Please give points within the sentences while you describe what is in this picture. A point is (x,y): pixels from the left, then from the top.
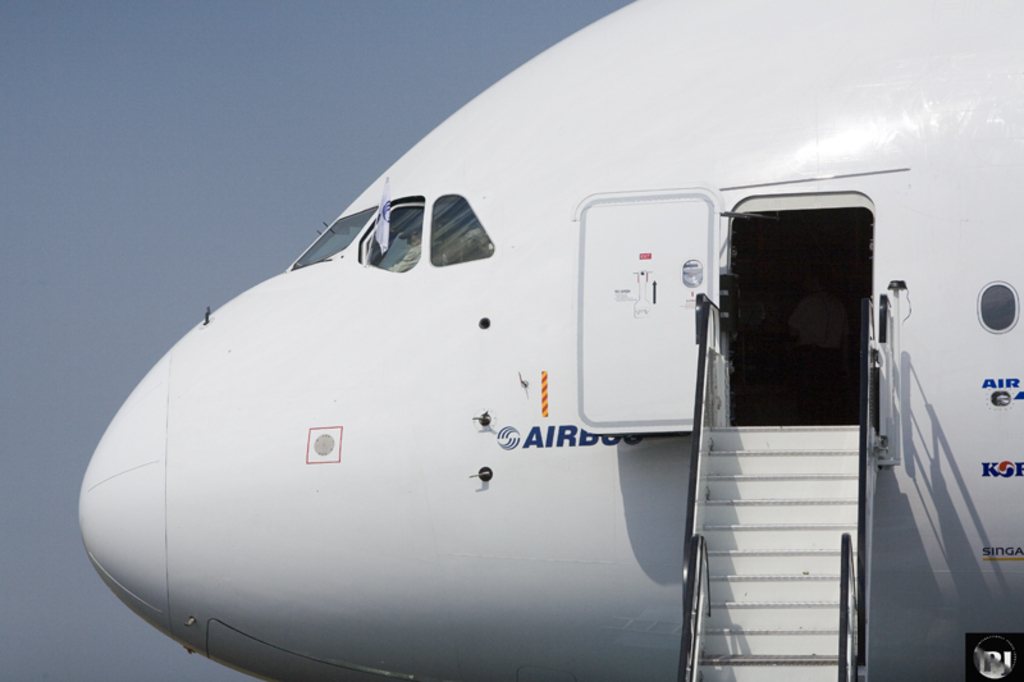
In the image we can see a plane (145,424). Behind the plane (265,367) there is sky (230,0).
